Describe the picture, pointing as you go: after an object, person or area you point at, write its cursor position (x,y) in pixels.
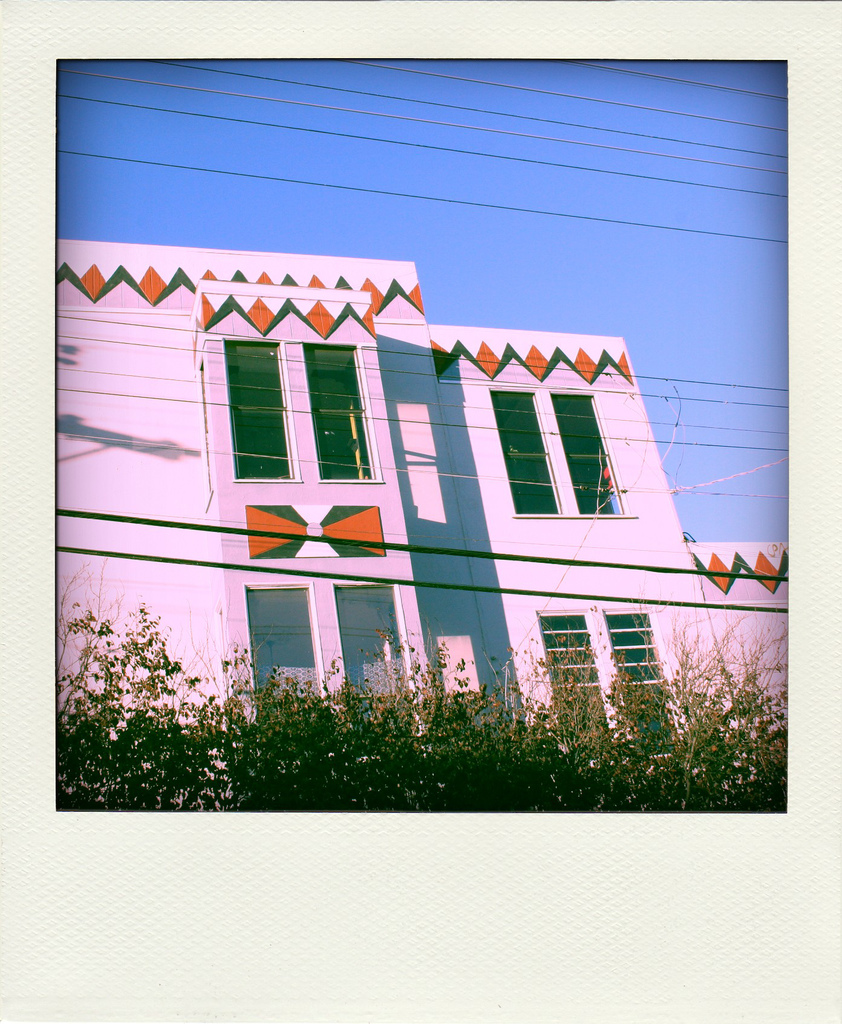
In this image I can see a photograph (387,570) on the cream colored surface (220,877) in which I can see few trees (341,753), few wires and a building (116,469) which is orange, green and pink in color. I can see few windows (276,420) of the building (365,454) and the sky (550,303) in the background (397,202).
